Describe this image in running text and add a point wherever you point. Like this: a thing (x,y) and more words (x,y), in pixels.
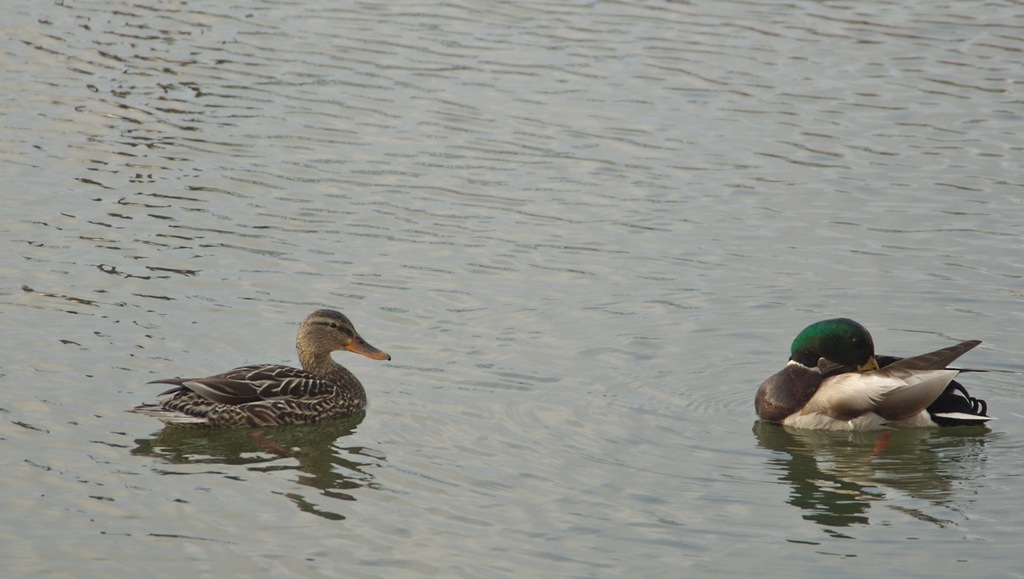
In this image I can see the water (607,244) and on the surface (605,264) of the water (589,253) I can see a bird (331,389) which is brown, white and grey in color and another bird (828,371) which is green, brown, cream and black in color.
